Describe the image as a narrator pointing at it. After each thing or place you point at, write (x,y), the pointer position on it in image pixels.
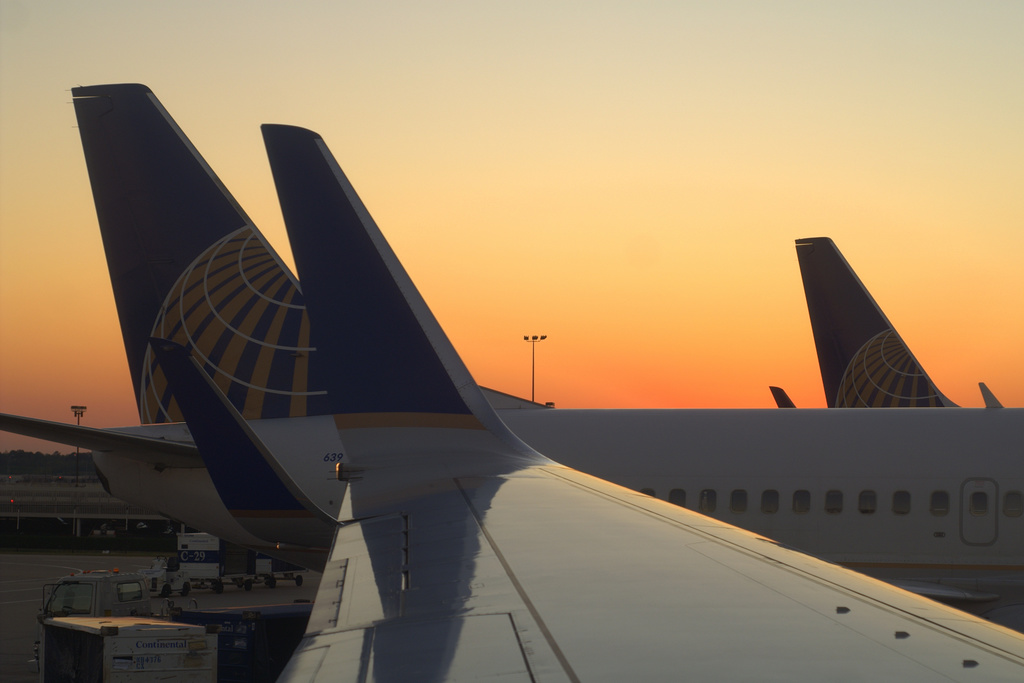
In this image we can see aeroplanes (674,502). At the left side (181,567) bottom of the image (107,615) there are vehicles (146,638). In the background of the image (526,160) there is sky (555,97).
